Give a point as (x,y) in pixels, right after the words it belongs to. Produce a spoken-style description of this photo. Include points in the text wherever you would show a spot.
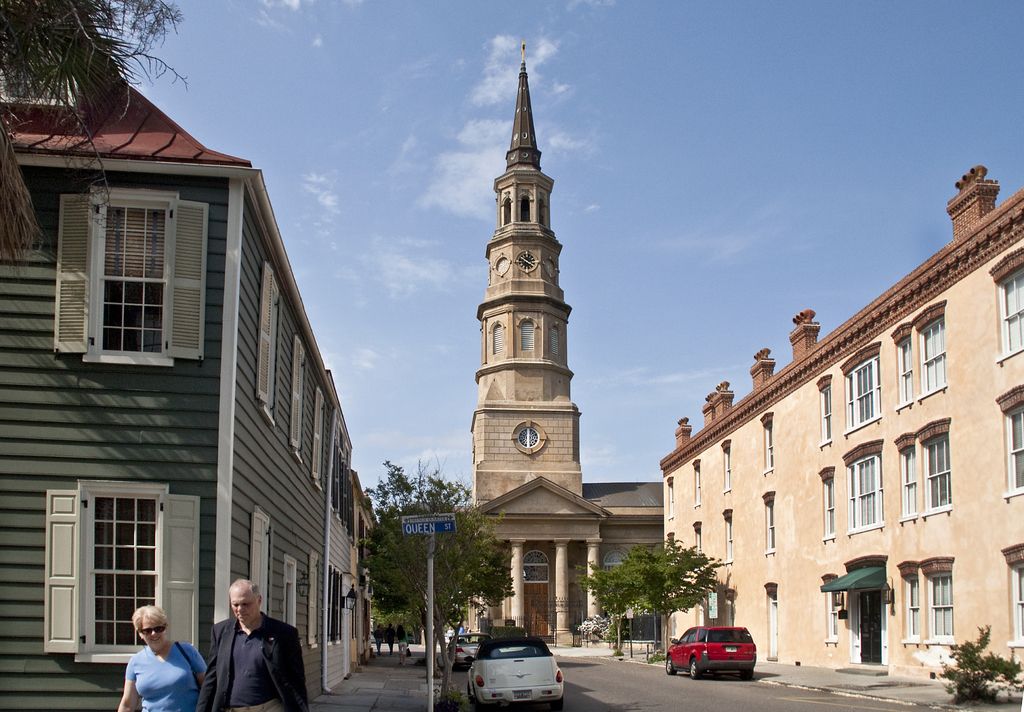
In the picture I can see buildings (567,567), trees (506,579) and vehicles (523,701) on the road (665,670). I can also see people (169,694) and poles (434,637). In the background (389,356) I can see the sky (454,192).
